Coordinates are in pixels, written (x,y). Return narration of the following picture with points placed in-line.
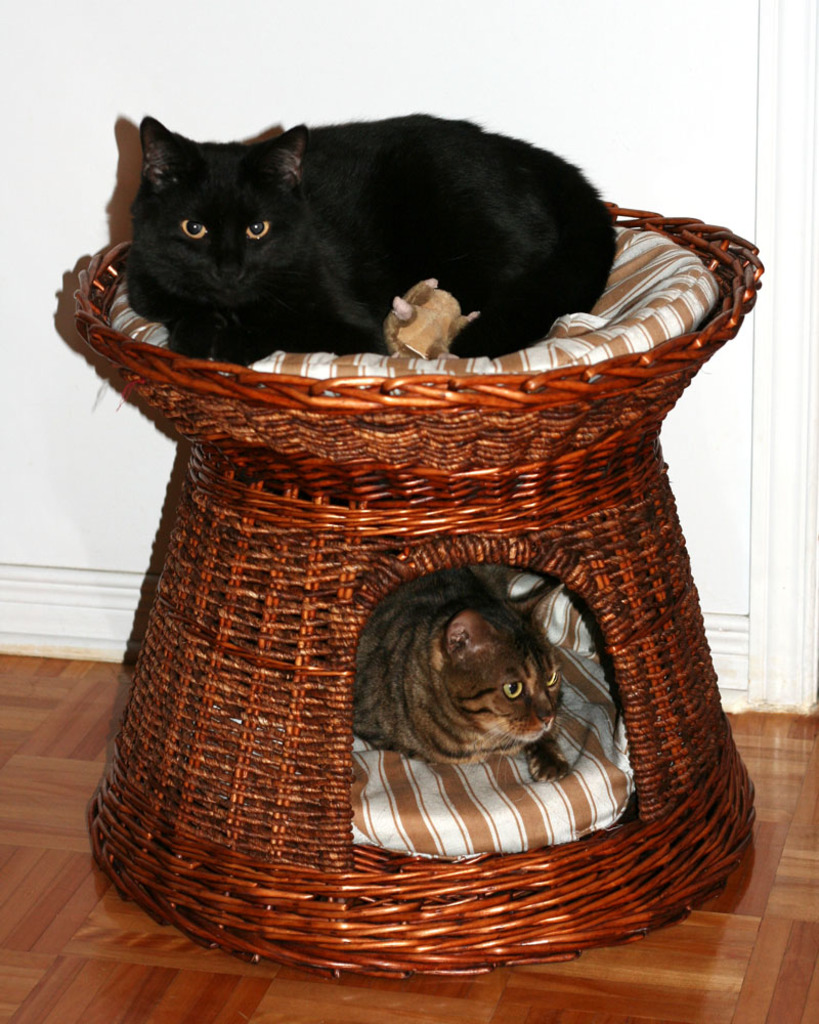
In this image we can see cats (386,258) lying in the basket (423,528).
